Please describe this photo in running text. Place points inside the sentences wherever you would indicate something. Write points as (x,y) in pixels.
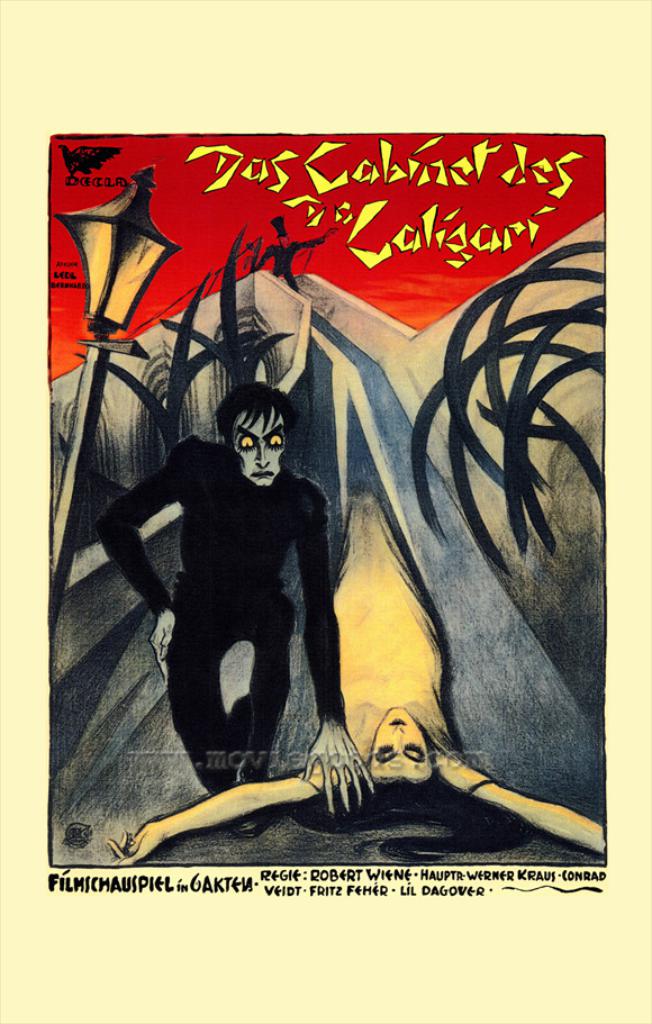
In this picture I can see a poster (409,482), there are words (447,220), logo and there is an image of three persons (240,407) and a light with a pole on the poster (377,618).
